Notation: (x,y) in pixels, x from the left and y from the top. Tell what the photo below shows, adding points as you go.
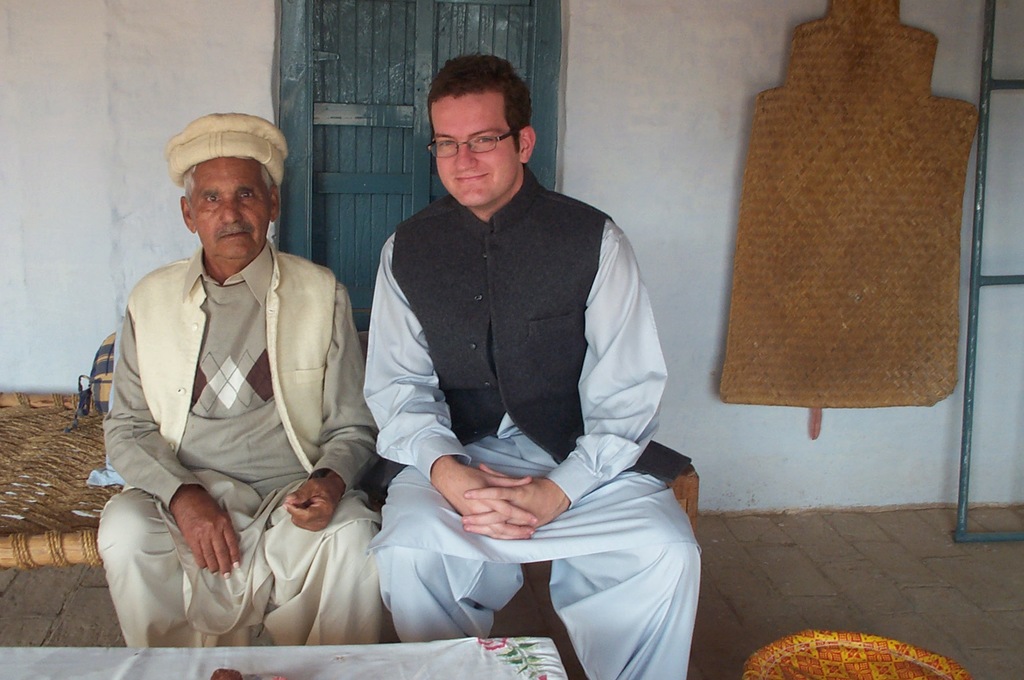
In this image there are two men (240,453) sitting on the bed (18,550), in the background (205,10) there is a wall (705,54) for that wall (628,4) there is a doormat (903,242) and an iron frame (986,79).
